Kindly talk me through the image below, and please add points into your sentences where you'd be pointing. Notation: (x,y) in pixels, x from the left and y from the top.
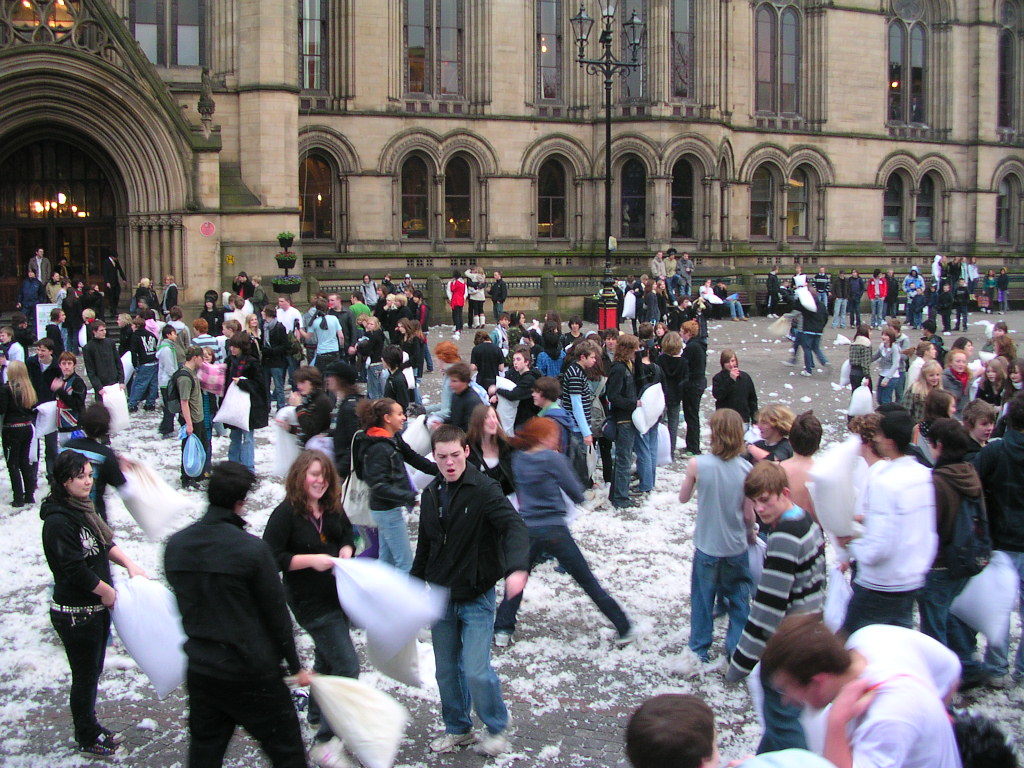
In this image we can see a group of people (938,724) are standing on the road (658,534) and holding pillows (387,634) in the hand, in front there is a building (628,249), there are windows (788,81), there is a lamp (603,15), there are lights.
